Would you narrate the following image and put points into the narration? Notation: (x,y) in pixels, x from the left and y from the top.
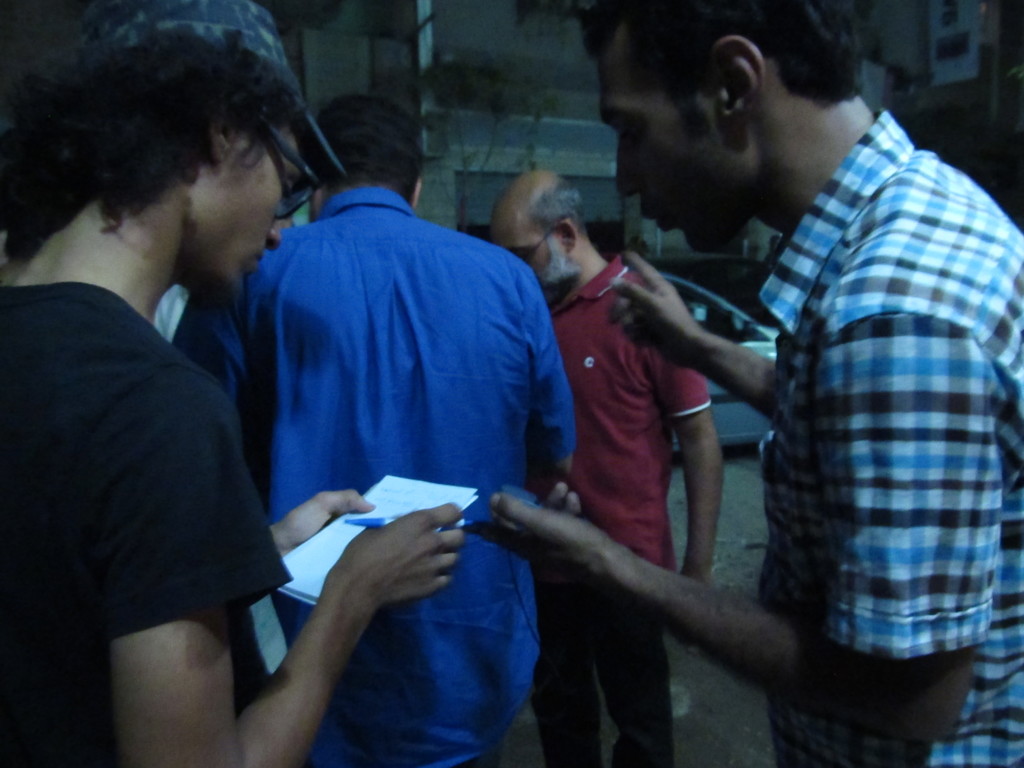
There are people (525,348) standing in the foreground area of the image (648,289), there is a car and buildings (526,120) in the background (511,159).
